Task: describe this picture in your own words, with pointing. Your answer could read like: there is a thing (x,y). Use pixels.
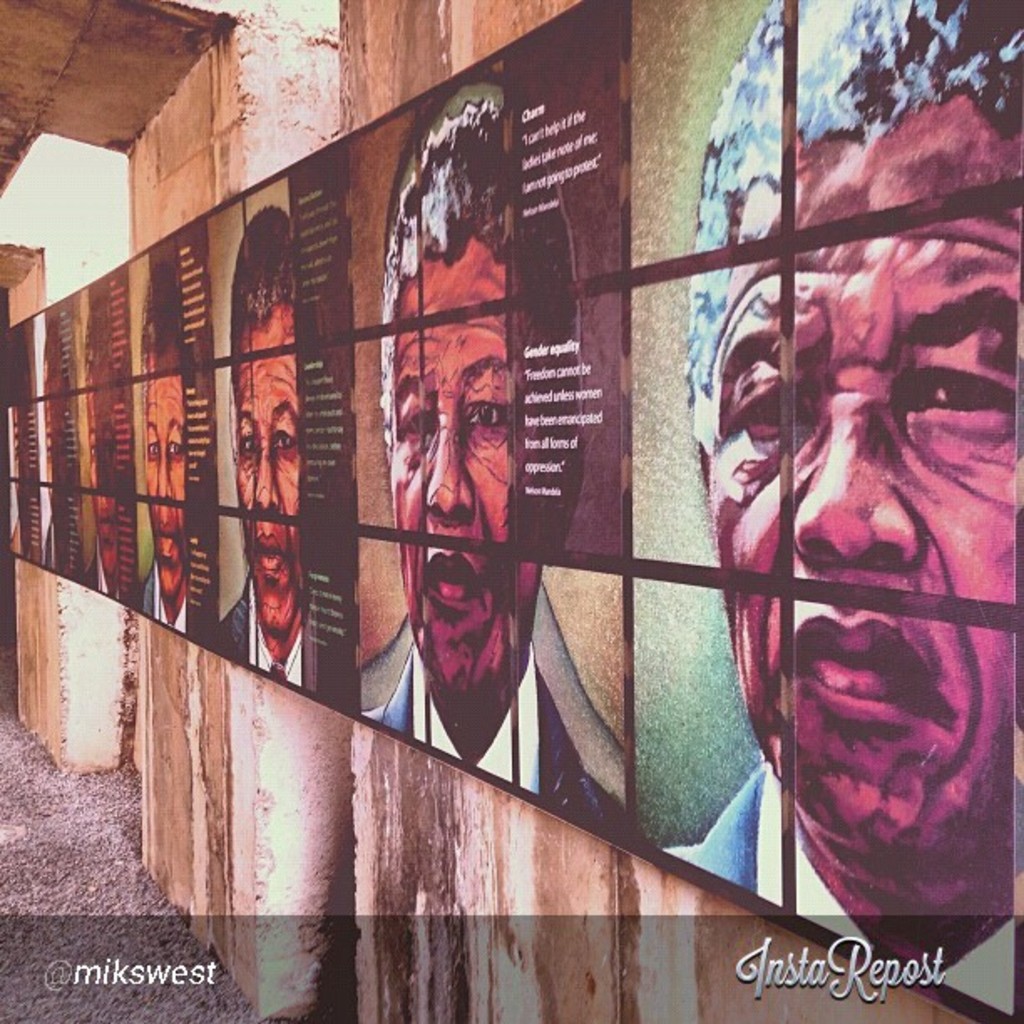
In the picture there are a lot of pictures (389,479) of few people (179,477) and some information containing board (574,511) is attached to the walls (234,87) combinedly.
